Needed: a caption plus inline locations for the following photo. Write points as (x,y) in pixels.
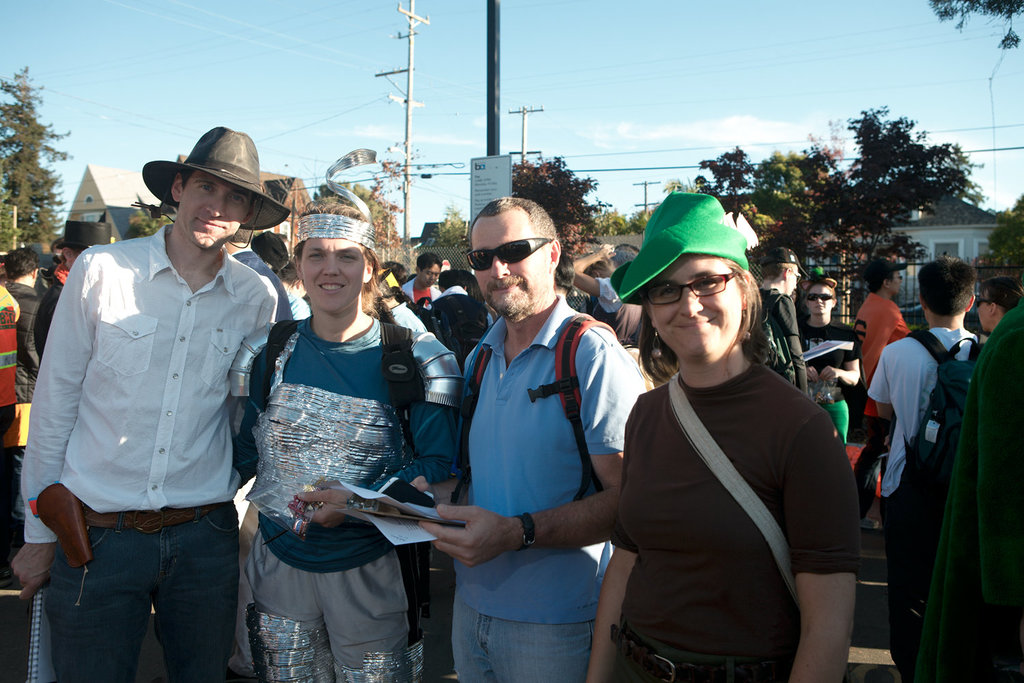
This image is clicked on the road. There are many people (949,288) standing. In the foreground (171,410) there are four people (219,368) standing and they are smiling. Behind them there is a pole (487,101). There is a board (490,175) on the pole (489,154). In the background (898,152) there are trees (19,161), houses (282,192) and electric poles (411,49). At the top (241,70) there is the sky (610,86).
